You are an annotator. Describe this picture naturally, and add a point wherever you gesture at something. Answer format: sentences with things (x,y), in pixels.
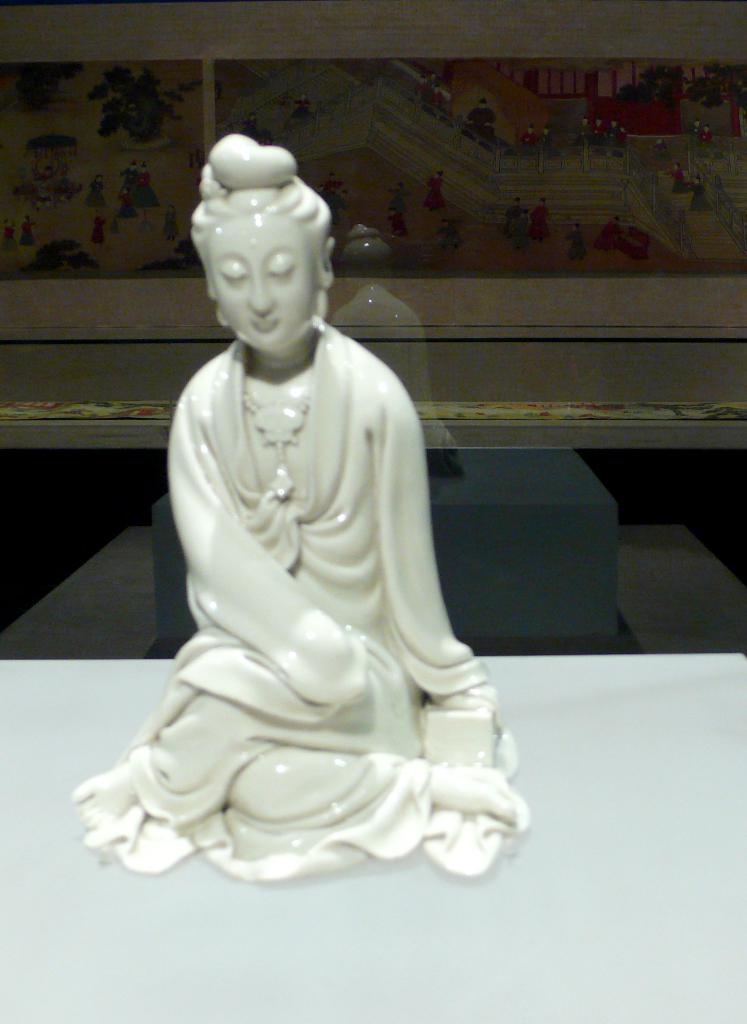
In this in front (482,886) there is a statue (299,579) on the table (465,918). Behind the statue (393,426) there is a glass (402,222) with painting (503,126) on it.
